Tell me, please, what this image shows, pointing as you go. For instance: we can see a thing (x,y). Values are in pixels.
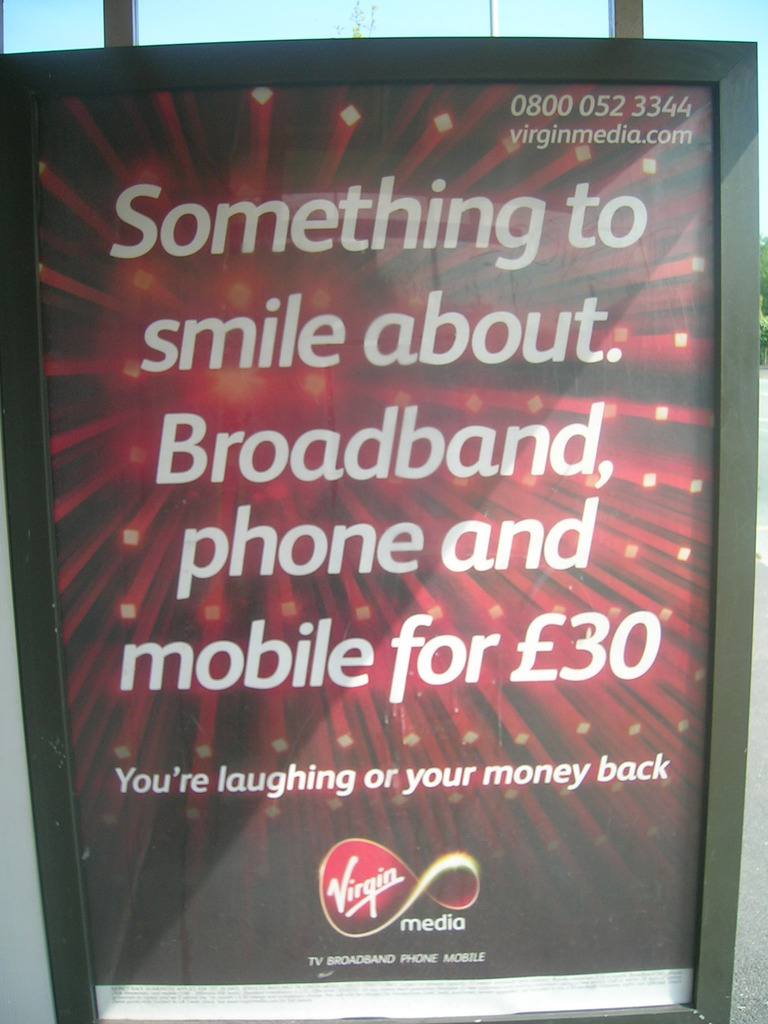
In this picture I can observe digital screen (264,768). There is text (409,625) in the screen (272,423). The background (462,609) is in red color.
